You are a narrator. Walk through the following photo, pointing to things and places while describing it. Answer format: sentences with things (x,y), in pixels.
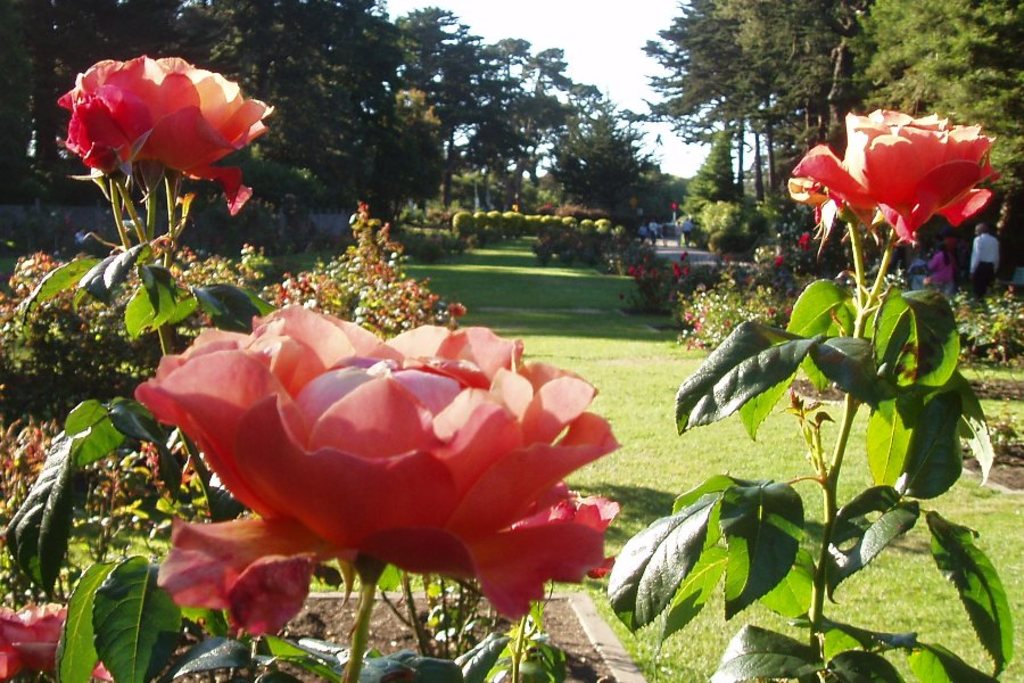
In this image there are flowers (211,415), plants (84,428), trees (1006,255), grass (541,268) and few people (982,255) are walking on the path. In the background (615,53) there is the sky (608,68).
